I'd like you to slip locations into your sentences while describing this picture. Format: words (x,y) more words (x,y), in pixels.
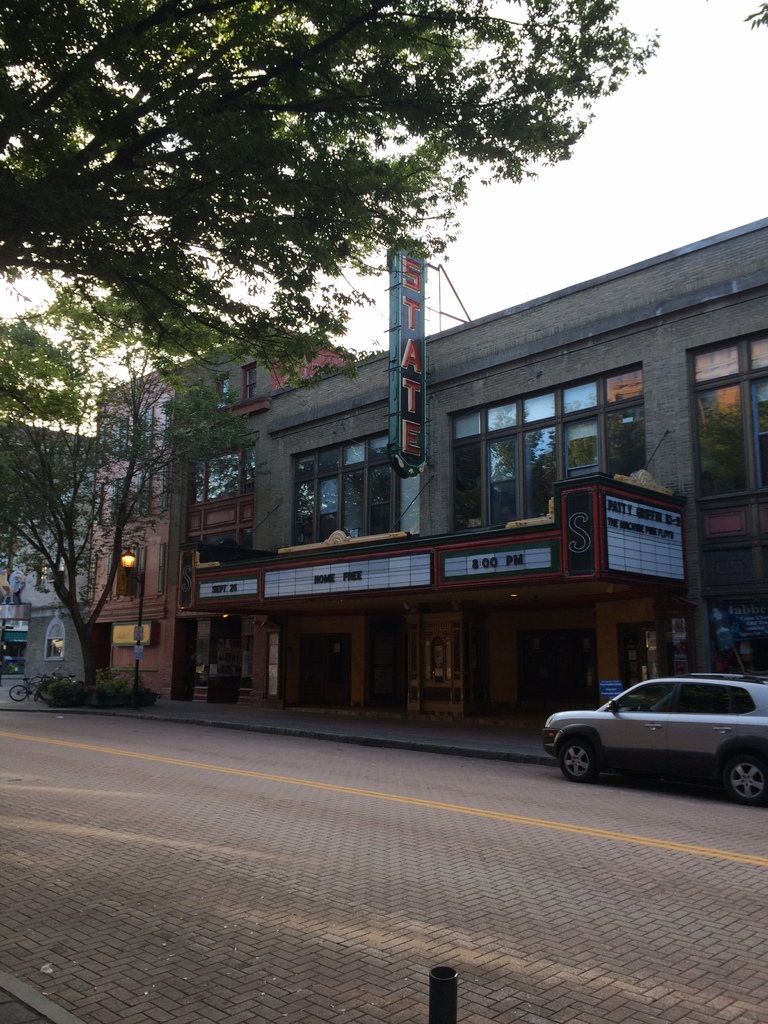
In this image there are buildings (168,471) and trees (288,345). There are boards (390,579). On the left (24,690) we can see a bicycle (41,688). On the right (575,752) there is a car (725,777). There is a pole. In the background (649,149) there is sky (588,171).
